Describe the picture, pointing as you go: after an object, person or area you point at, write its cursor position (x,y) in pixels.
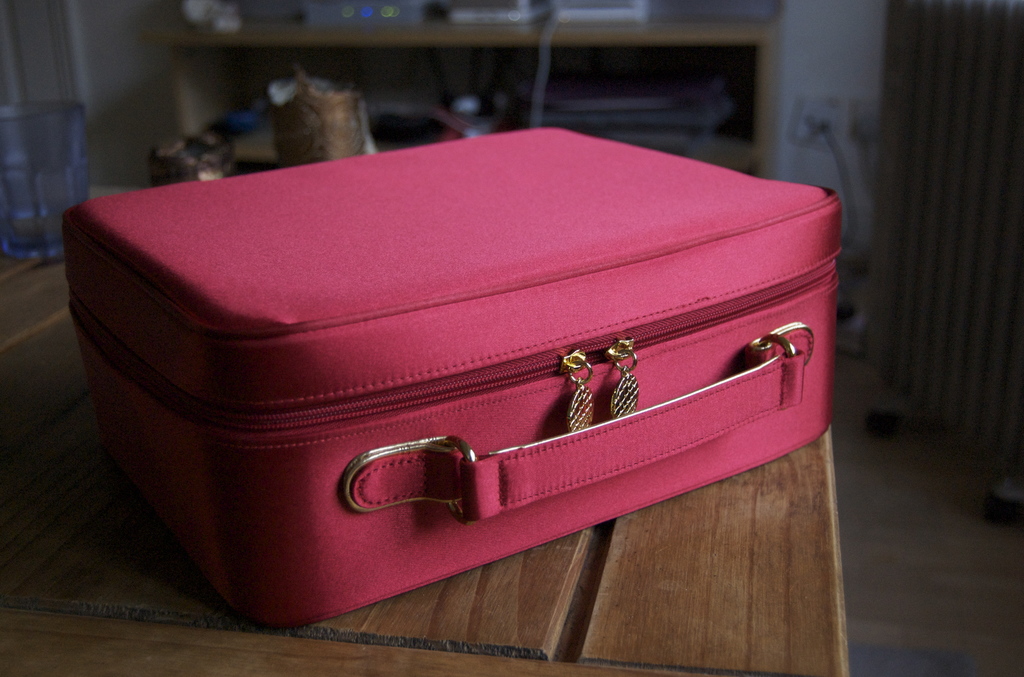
In this picture we can see a briefcase (524,321) on the table (757,573).
